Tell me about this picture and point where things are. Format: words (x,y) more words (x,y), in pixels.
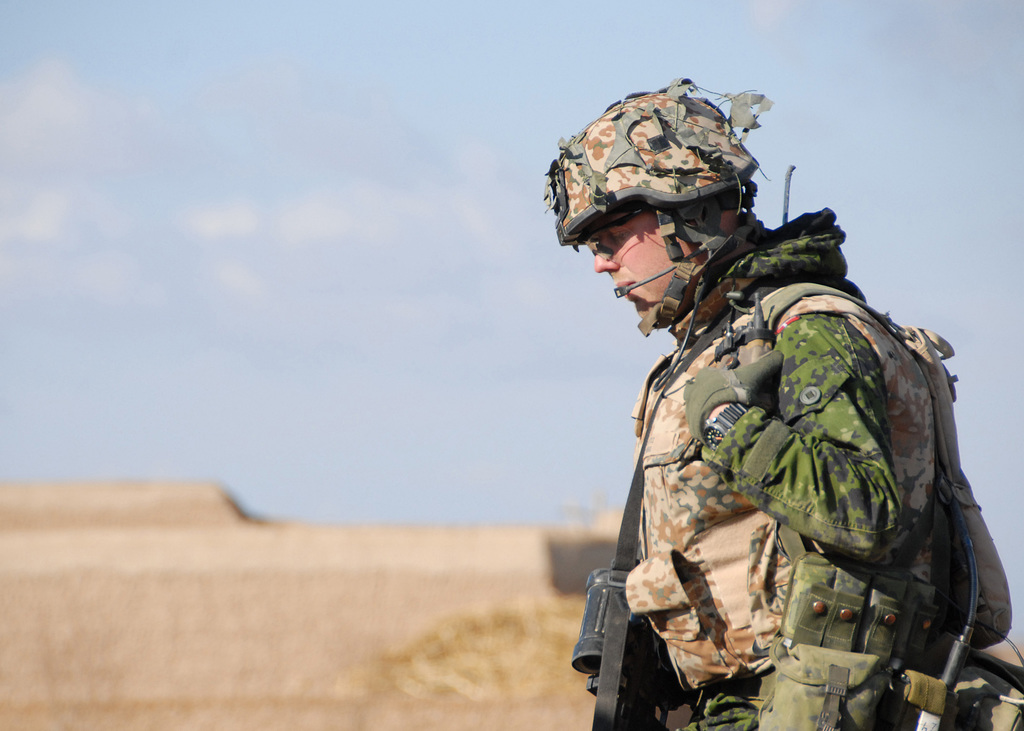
There is a man (717,617) standing and carrying a bag (969,706) and wore helmet (680,275) and gloves (742,390). In the background (338,295) it is blurry and we can see sky (322,359).
